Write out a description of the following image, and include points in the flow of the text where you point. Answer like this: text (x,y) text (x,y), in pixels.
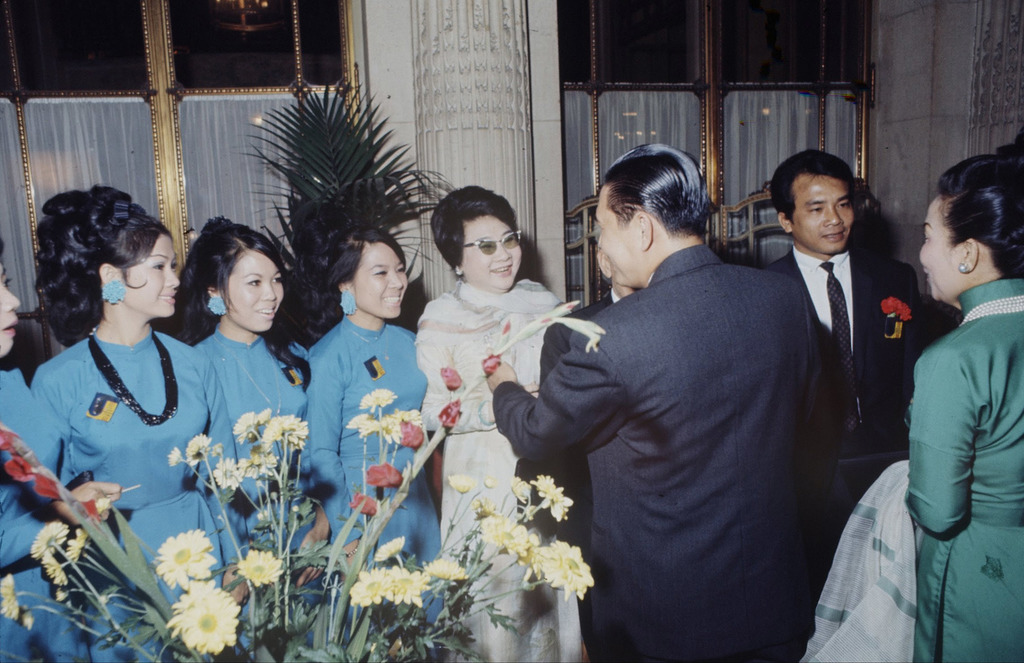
In this image there are a few people (378,370) standing with a smile on their face (165,287), in front of them there is a flower pot (378,570), behind them there is a plant (337,179). In the background (436,24) there is a wall (553,160) and glass windows (10,65).
